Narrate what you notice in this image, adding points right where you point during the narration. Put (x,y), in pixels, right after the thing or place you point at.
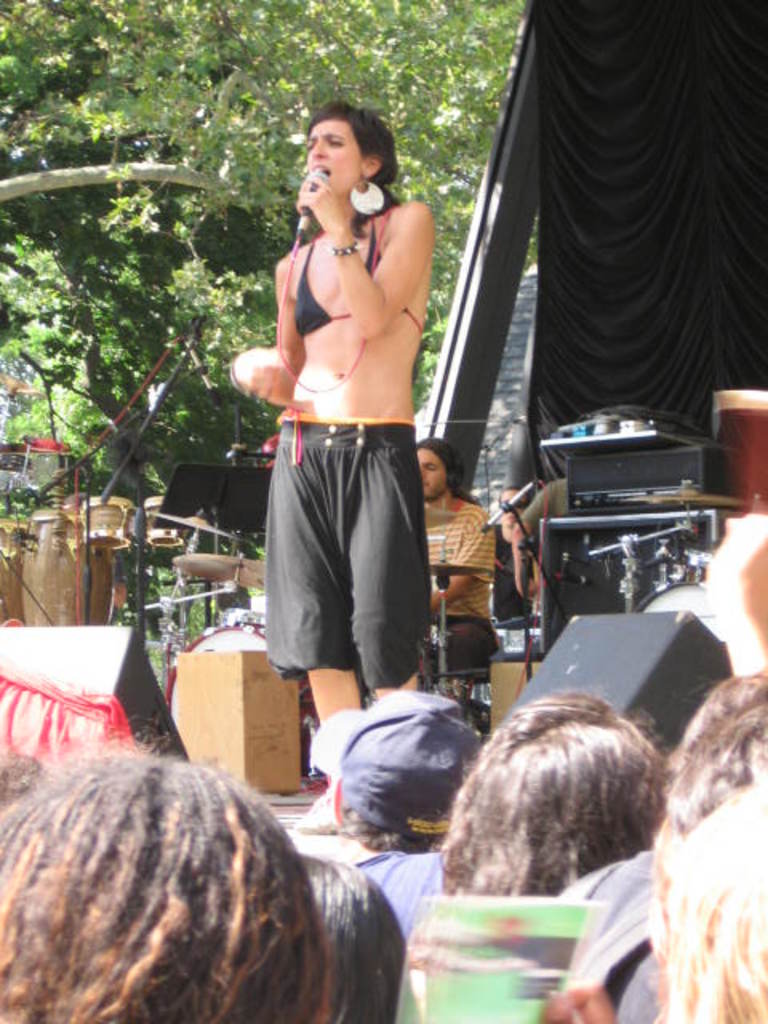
Woman (346,448) standing holding microphone (305,229), beside there are musical instruments (595,515) and people (398,834) are surrounding her and in the back (194,138) there is tree (155,155).
